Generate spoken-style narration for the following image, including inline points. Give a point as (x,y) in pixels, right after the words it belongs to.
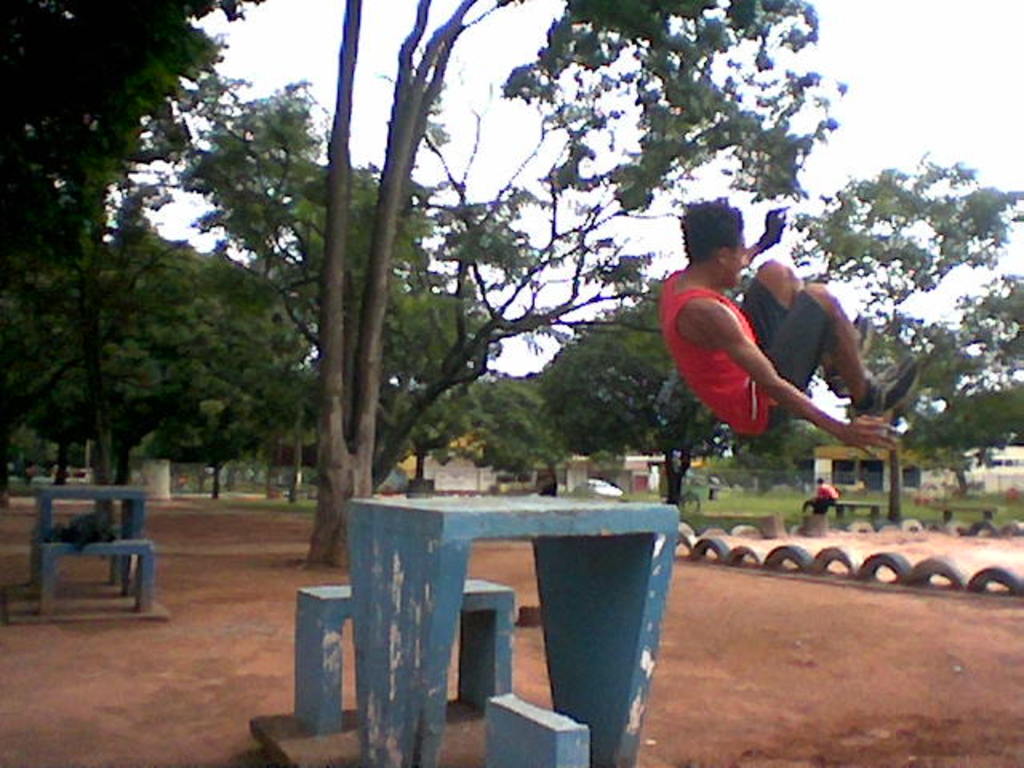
In this image there is a person (669,299) jumping in the air. There are tables (374,580), benches (473,584). On the right side of the image (938,569) there are tires (924,565). There is a person (818,509) sitting on the table (852,514). At the bottom of the image (185,528) there is soil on the surface (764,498). There is a car (604,486). In the background of the image (639,469) there are buildings (873,451), trees (433,337) and sky (916,57).
